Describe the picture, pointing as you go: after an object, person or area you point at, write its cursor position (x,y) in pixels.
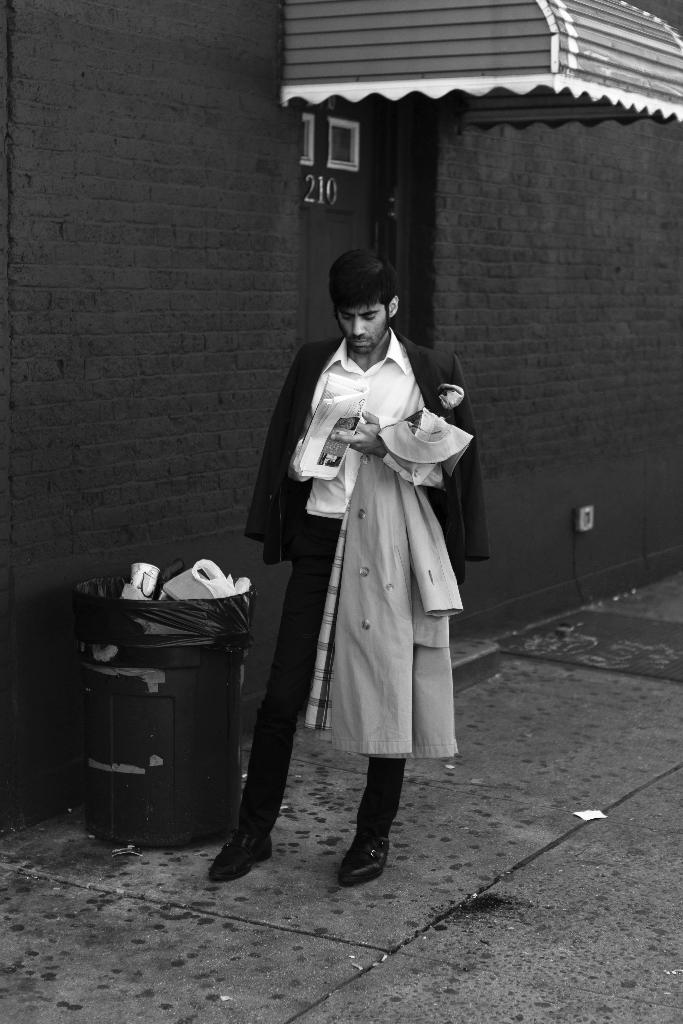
This is a black and white image and here we can see a person (378,552) standing and holding papers (329,440) and a coat (406,487) and in the background (375,177), there is a building (495,233) and we can see a door (333,188). At the bottom (136,788), there is bin (163,631) with glasses (153,580) and papers (176,590) and there is road (431,906).
